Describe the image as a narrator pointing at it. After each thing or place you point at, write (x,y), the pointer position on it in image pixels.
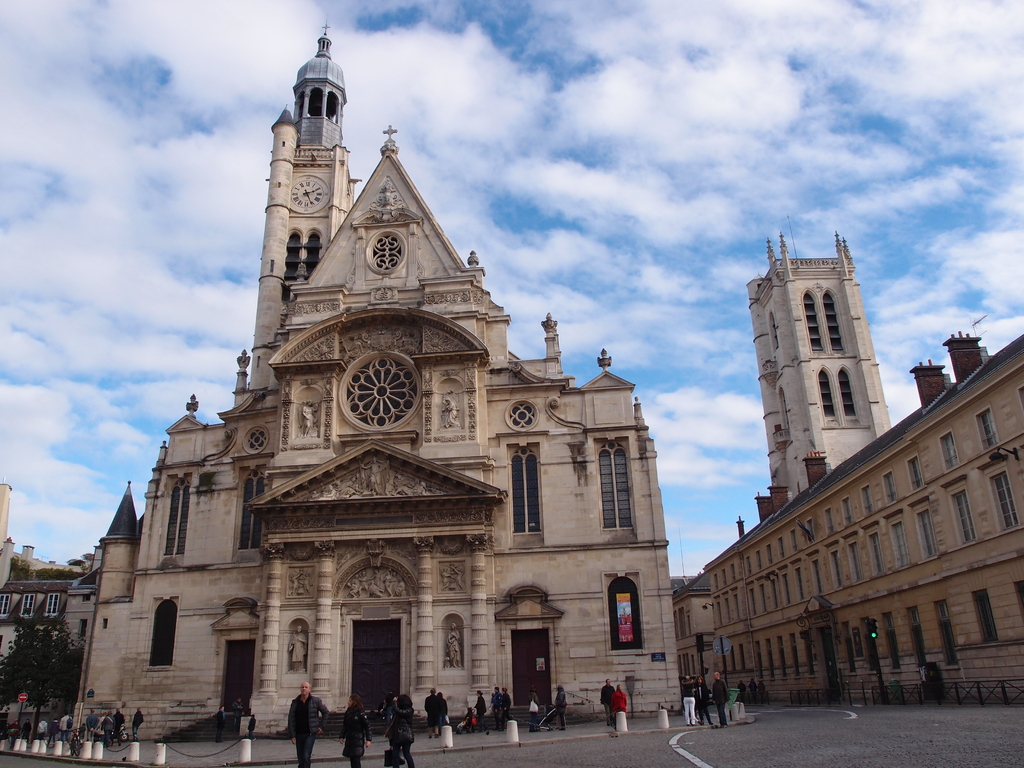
In the image we can see there are buildings (648,545) and these are the windows (1005,506) of the buildings (982,517). This is a road (898,737), tree (49,655) and a cloudy sky (569,203). We can see there are even people (360,705) walking and they are wearing clothes (300,702).
